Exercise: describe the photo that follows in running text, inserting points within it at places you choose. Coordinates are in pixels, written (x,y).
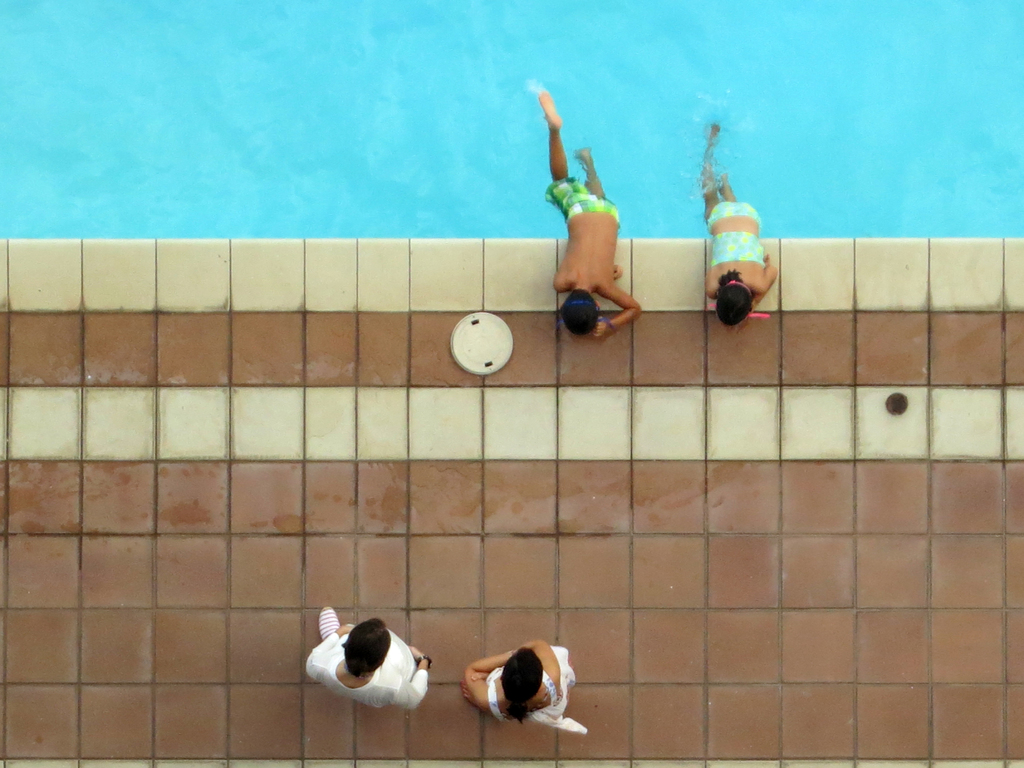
In this image I can see water (434,168) and I can also see four people (547,666) over here. I can see two of them (544,678) are wearing white dress (553,699) and two of them are wearing swimming costumes (578,184).
